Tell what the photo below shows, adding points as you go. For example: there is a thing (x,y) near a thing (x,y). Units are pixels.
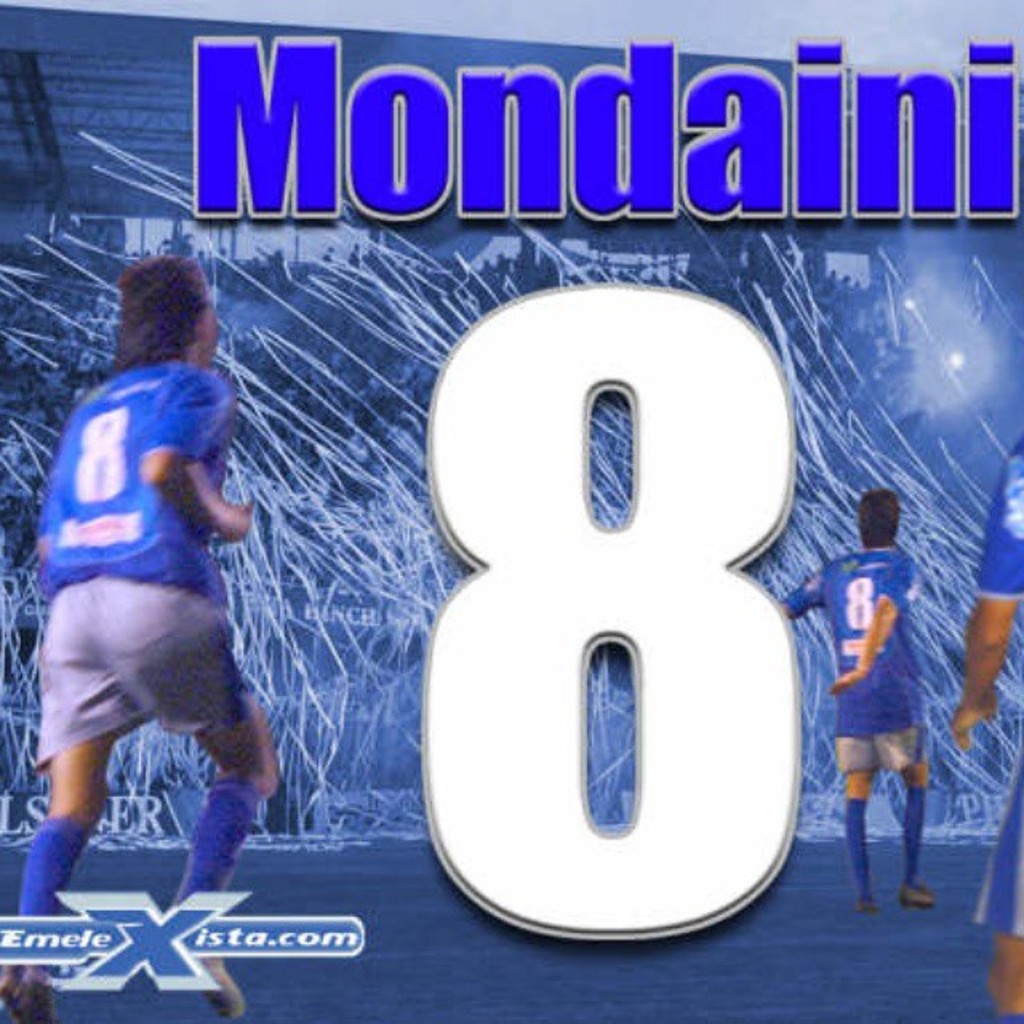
In this image I can see three people (218,730) with blue color dresses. In the background (398,395) I can see the lights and the stadium (282,291). I can see something is written on it.
